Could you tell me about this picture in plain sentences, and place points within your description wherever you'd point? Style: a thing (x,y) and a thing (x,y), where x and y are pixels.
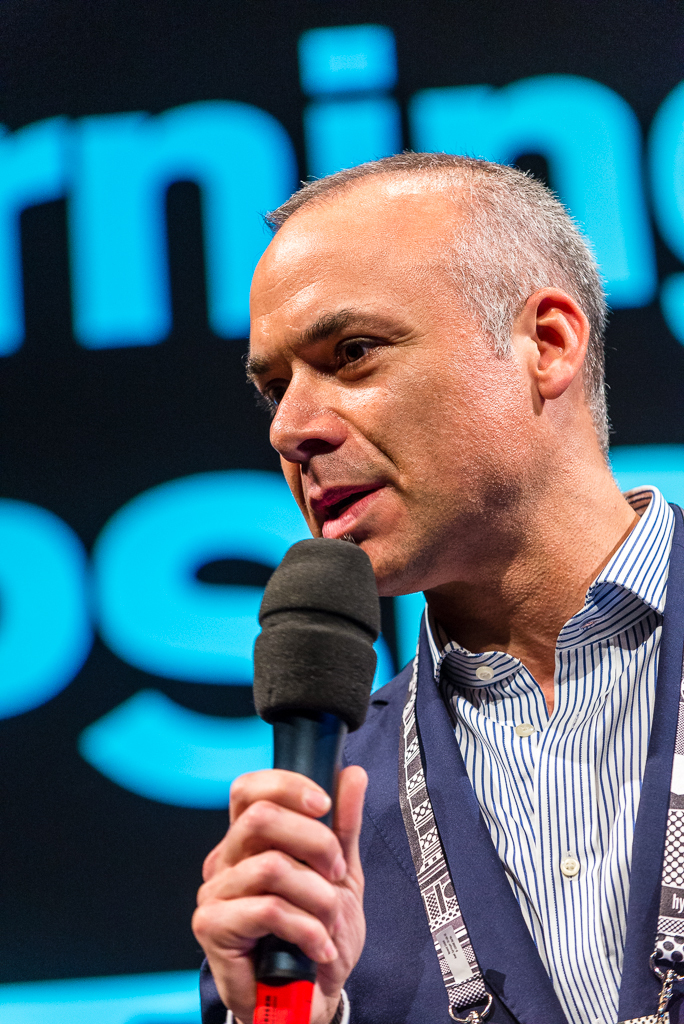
In this image, we can see a person (452,326) wearing clothes (524,740) and holding a mic (318,705) with his hand (308,784). In the background (189,288), image is blurred.
